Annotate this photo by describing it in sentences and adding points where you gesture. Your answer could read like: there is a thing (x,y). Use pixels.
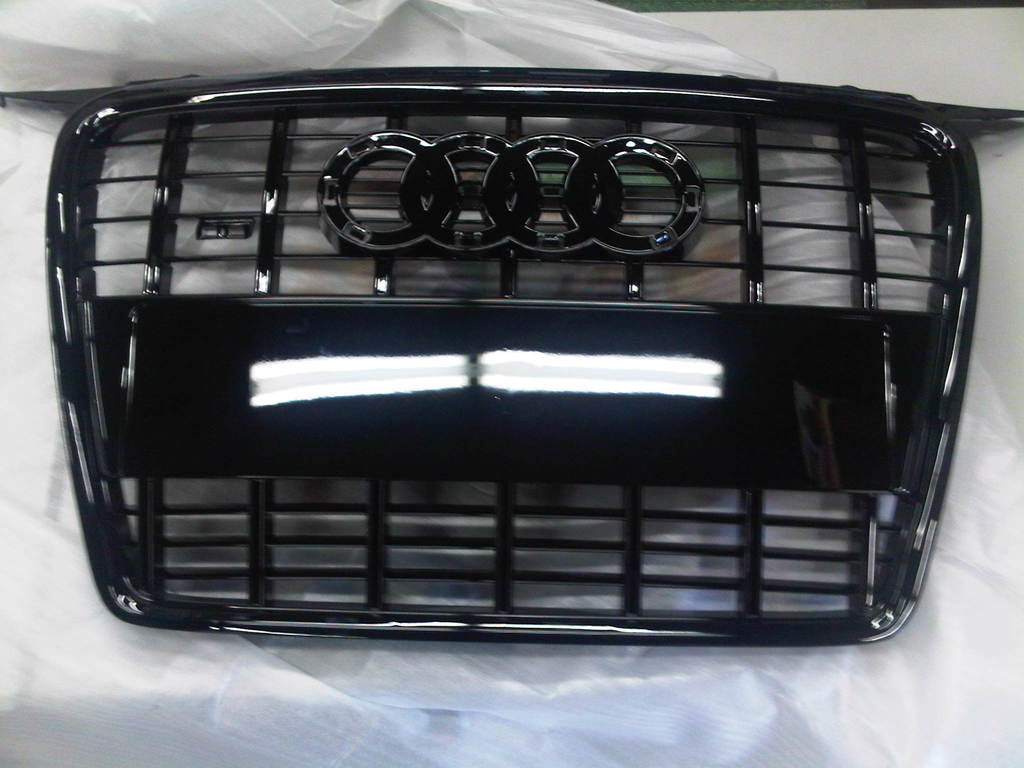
This is a zoomed in picture. In the center (632,498) we can see the black color metal rods (284,179) and a logo (598,169) and we can see the reflection (417,376) of lights (367,382) on the surface (819,367) of a black color object (786,418). In the background (623,27) we can see a white color cloth (351,690) and some white color object (981,81).
